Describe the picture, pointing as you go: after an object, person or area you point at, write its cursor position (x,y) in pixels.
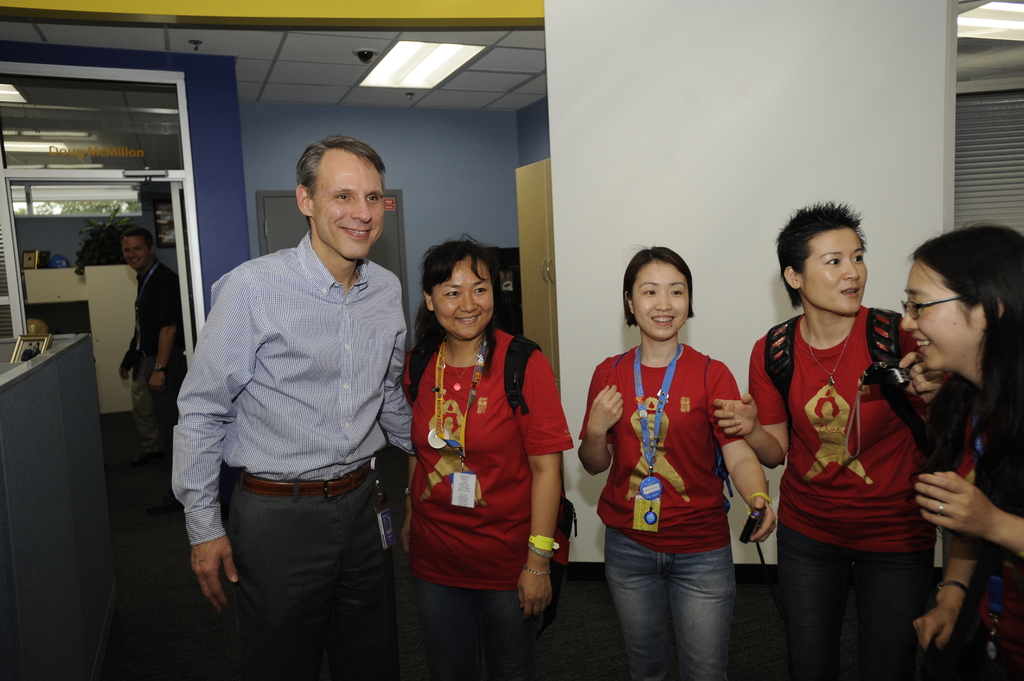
In front of the image there are people (531,453) having a smile on their faces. Behind them there is one other person (174,360) standing. On the right side of the image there is a wardrobe (545,163) and there is some object (497,312). On the left side of the image (15,448) there is a photo frame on the table (49,436). There is a flower pot (84,263) and some other objects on the platform (109,305). There is a door (6,224). There is a glass window (58,213) through which we can see trees (82,209). In the background of the image (74,231) there is a wall (870,25). On top of the image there are lights (1002,16).
